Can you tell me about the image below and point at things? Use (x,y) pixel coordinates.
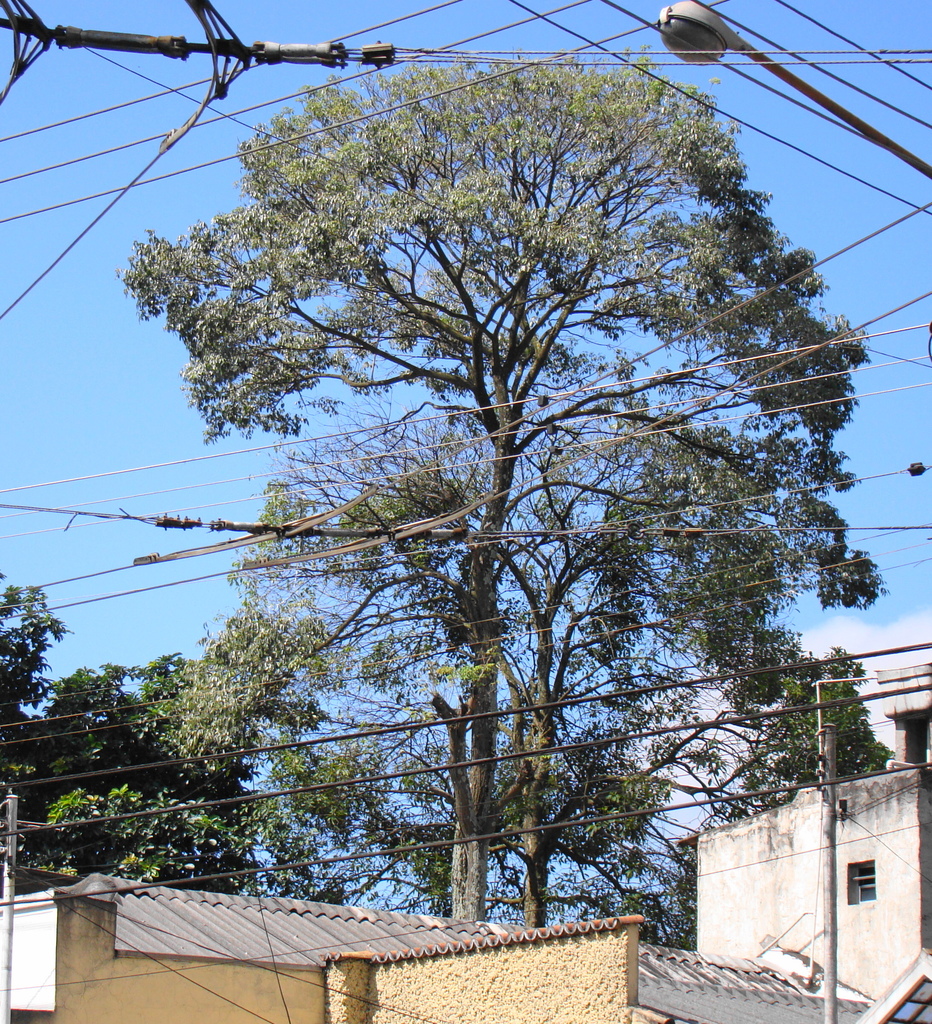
In this image I can see few buildings (283,1009) in cream and gray color. Background (625,804) I can trees (428,181) in green color, a light pole (689,49) and sky (156,208) is in blue color.
